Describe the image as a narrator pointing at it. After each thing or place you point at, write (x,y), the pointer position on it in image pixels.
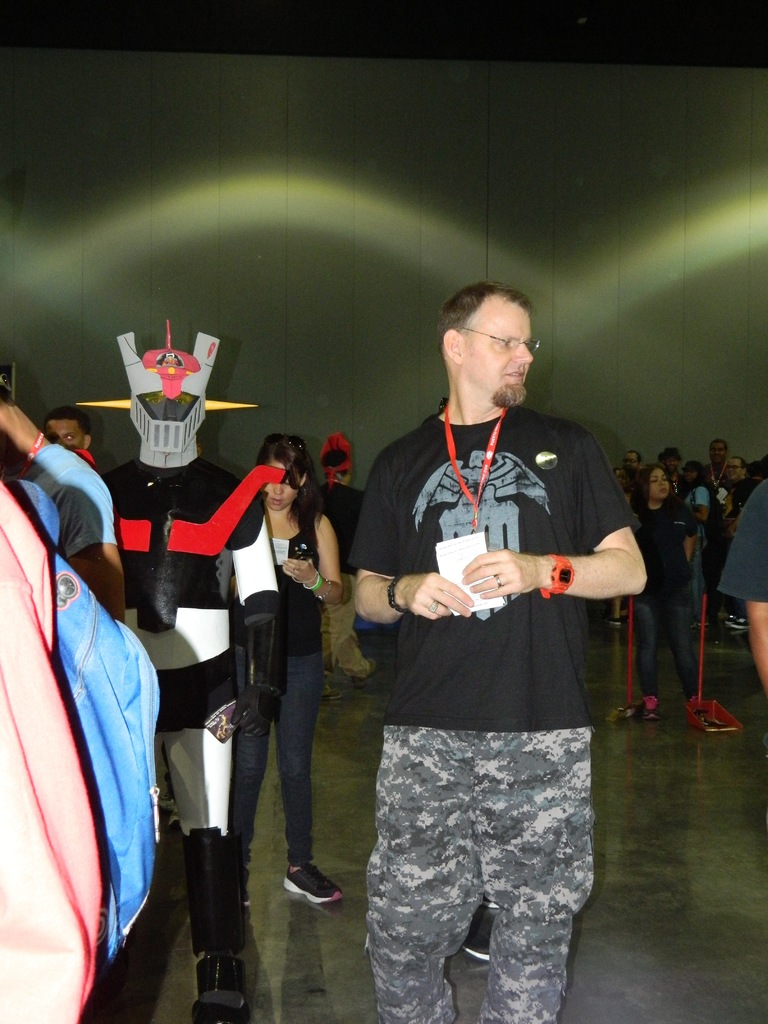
In this picture we can see some people (415,534) standing here, at the bottom (721,896) there is floor (656,895), we can see a wall (451,240) in the background (346,247).
